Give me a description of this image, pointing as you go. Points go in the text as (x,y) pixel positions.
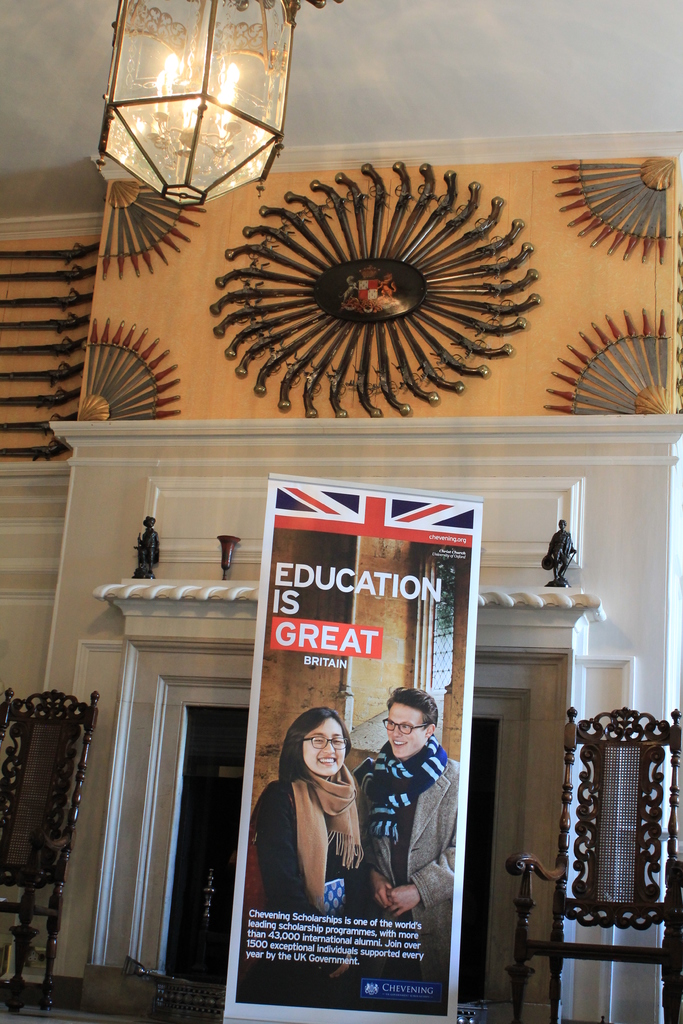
This is an inside view. At the bottom (368,789) there is a banner (369,747) on which I can see some text (365,944) and an image (328,817) of two persons (359,803). Both are smiling. On the right (564,859) and left side of the image (46,862) there are two chairs (13,875). In the background (74,593) there is a wall (77,568). At the top of the image (186,37) there is a chandelier (179,131). In the middle of the image (230,549) there are few sculptures (149,559) on a wall (110,562).
